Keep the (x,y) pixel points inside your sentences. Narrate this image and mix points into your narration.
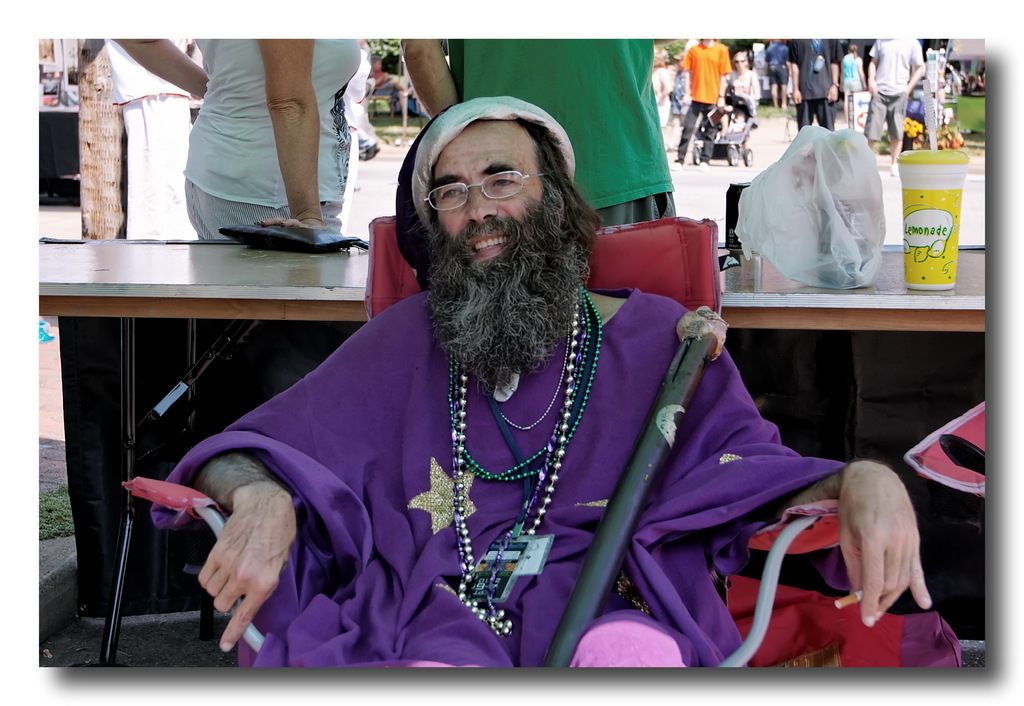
In this image I see a man (616,403) who is sitting on a chair (712,293) and I see a black stick (632,461) on him and I see that he is smiling. In the background (356,310) I see the table (853,292) on which there is a cup (929,194) and I see a white color thing (762,203) over here and I see number of people (619,96).
